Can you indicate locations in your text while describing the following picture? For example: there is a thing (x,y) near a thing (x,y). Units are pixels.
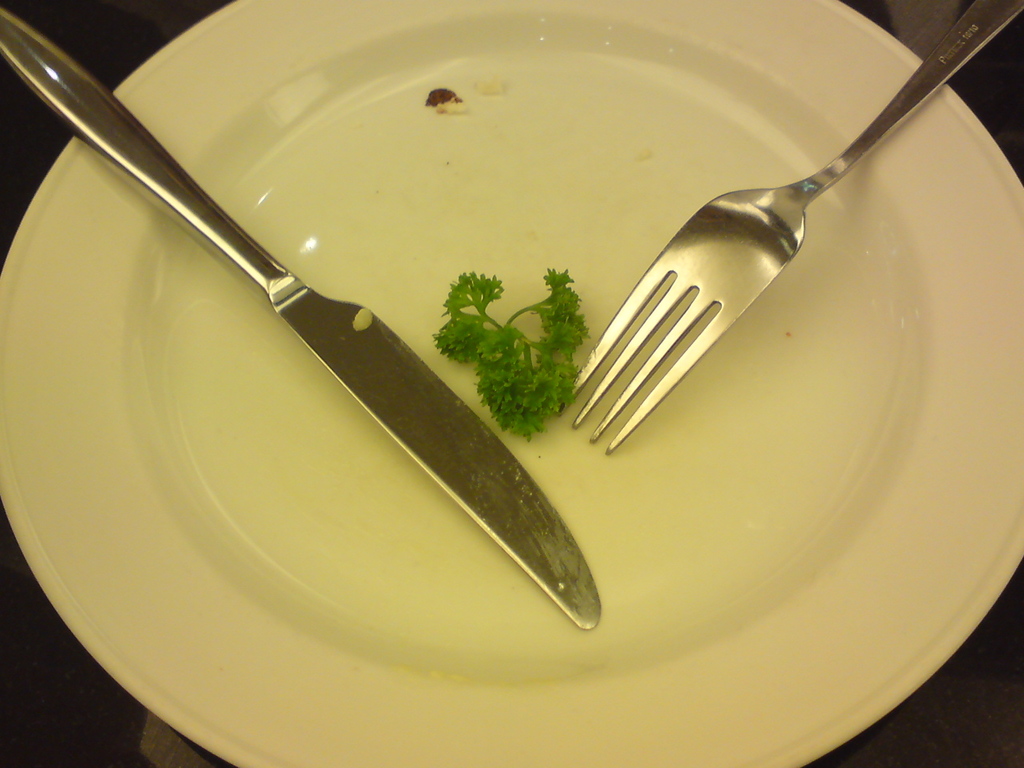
In the foreground of the image (690,438), on a platter (669,482) there is a knife (399,429), a fork (672,252) and few leaves (549,360) which is on a black surface (93,701).
